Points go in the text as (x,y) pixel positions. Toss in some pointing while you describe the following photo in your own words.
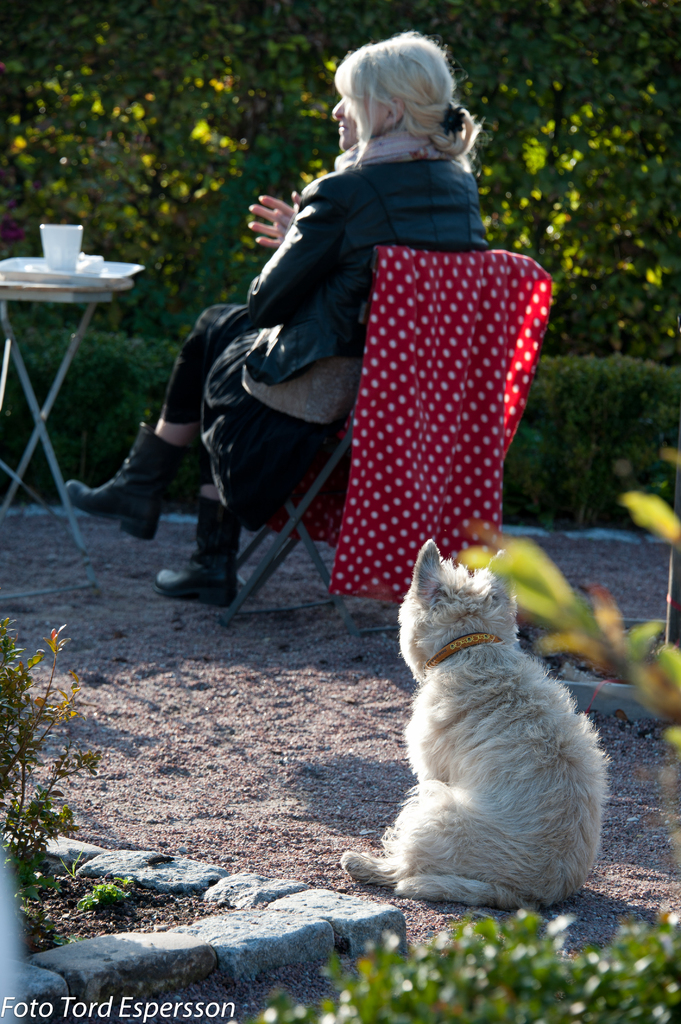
There is a woman (278,461) sitting on a chair (324,466). This is a dog (417,734). At the left corner of the image (49,287) there is a small table (55,299) with a plate (108,276) and cup (56,265) placed on it. Red cloth (447,338) is hanged on the chair (375,281). At background (230,123) I can see trees (281,66) and bushes (593,411).
